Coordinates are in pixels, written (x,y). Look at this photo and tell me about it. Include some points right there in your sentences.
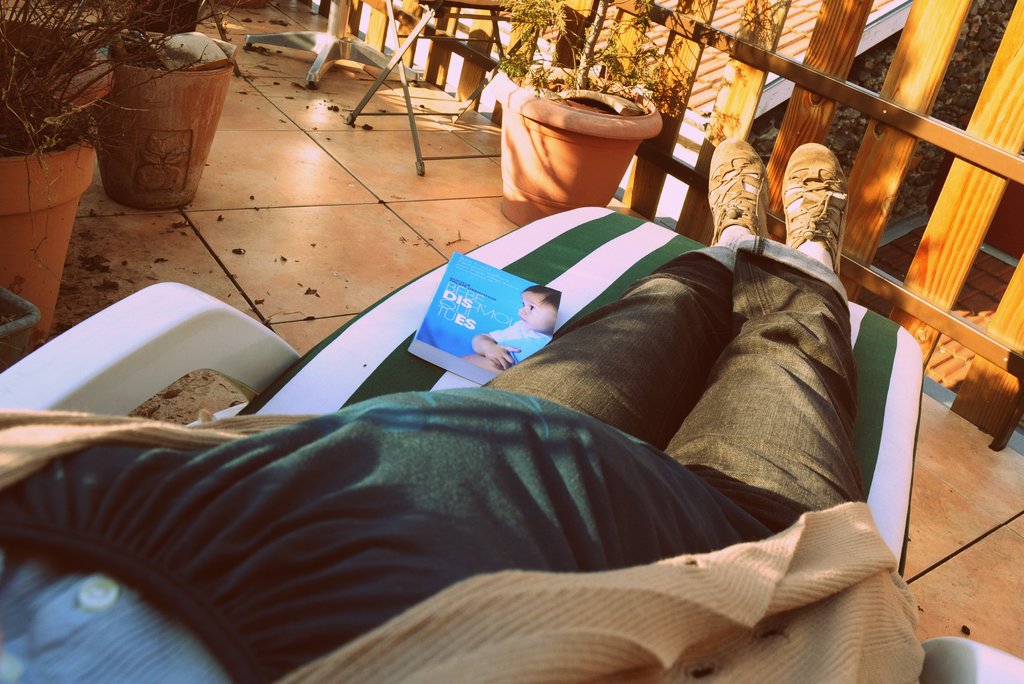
In this picture we can see plants (620,80), pots (581,91), objects (7,302), floor (361,239), wooden railing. We can see partial part of a person (732,292). Person (732,292) is resting on a chair (851,321). On a chair (567,270) we can see a magazine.
